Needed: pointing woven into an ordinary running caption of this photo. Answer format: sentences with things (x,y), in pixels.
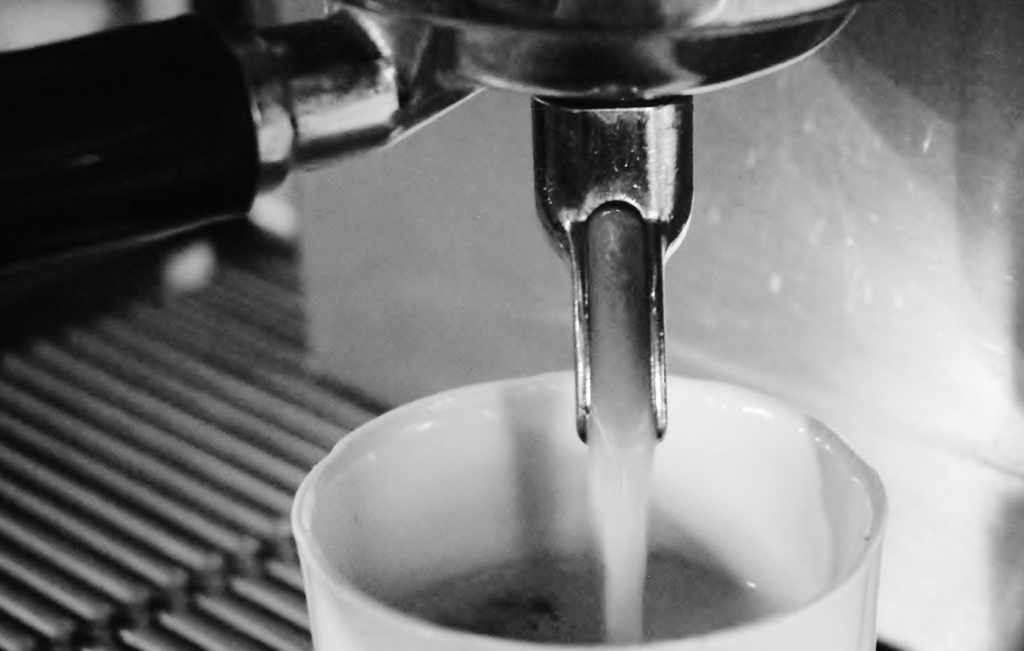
In this image, we can see a coffee machine (574,292). We can also see a cup (552,526) with some liquid (515,614). We can see the metallic surface (181,547) and the wall (1007,238) on the right (794,241).
